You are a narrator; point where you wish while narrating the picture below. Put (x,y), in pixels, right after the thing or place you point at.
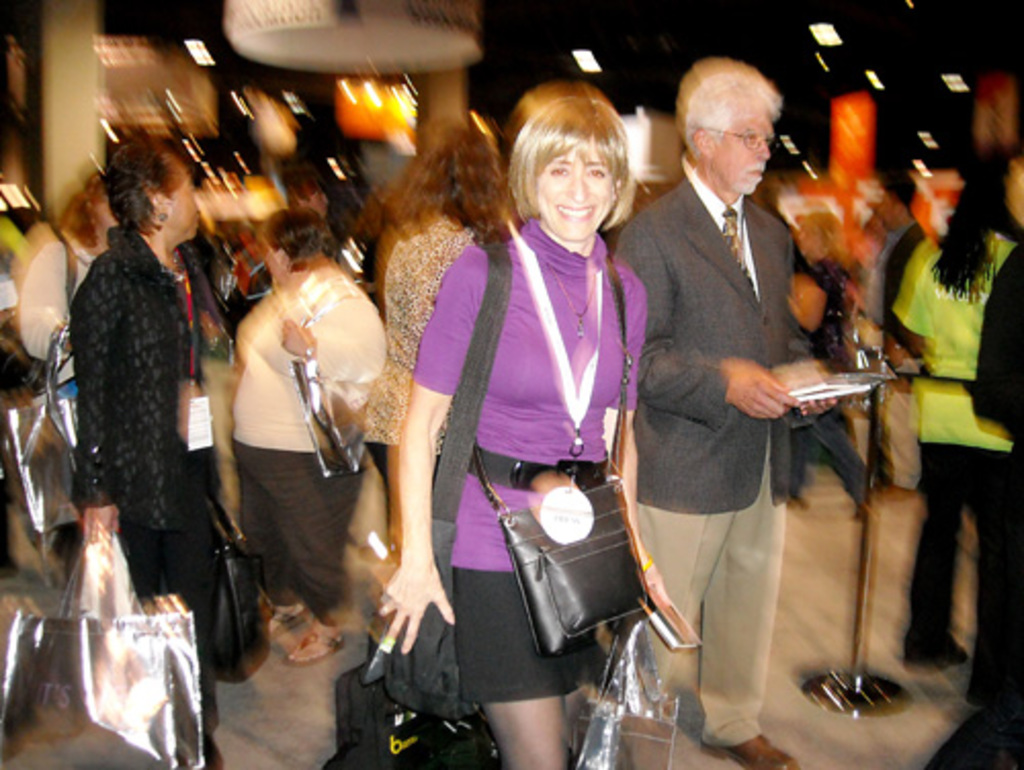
in the picture there is a woman (528,415) walking back of the women (540,483) there are many persons (679,256).
